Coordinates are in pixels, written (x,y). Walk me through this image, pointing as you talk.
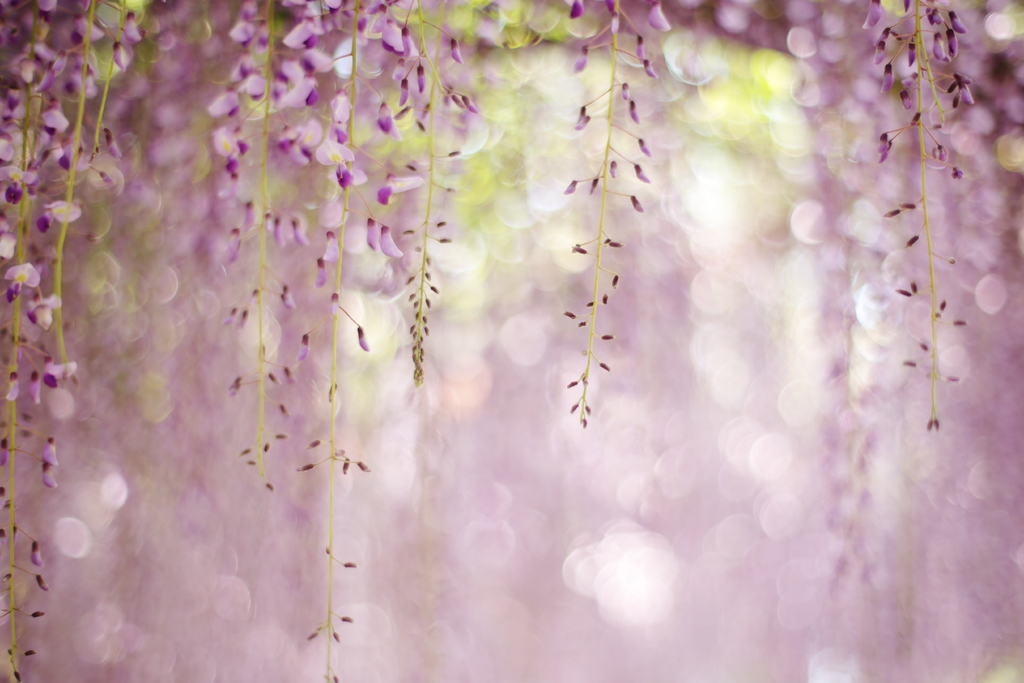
In this image I can see few flowers (286,145) to the trees (351,85) which are pink and green in color and I can see the blurry background (552,530).
